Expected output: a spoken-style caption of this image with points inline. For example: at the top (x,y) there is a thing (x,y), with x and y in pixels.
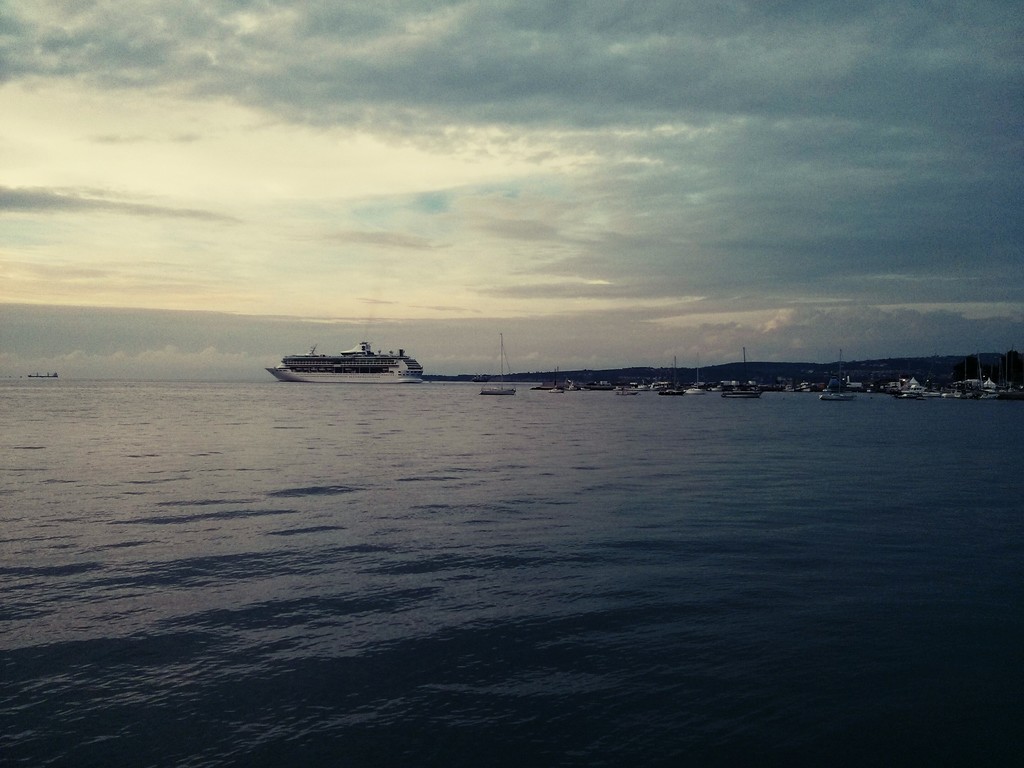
In this image we can see the boats (691,390) and also a ship (400,380) on the surface (418,519) of the sea (619,591). In the background (738,72) we can see the sky (746,228) with the clouds (319,225).
